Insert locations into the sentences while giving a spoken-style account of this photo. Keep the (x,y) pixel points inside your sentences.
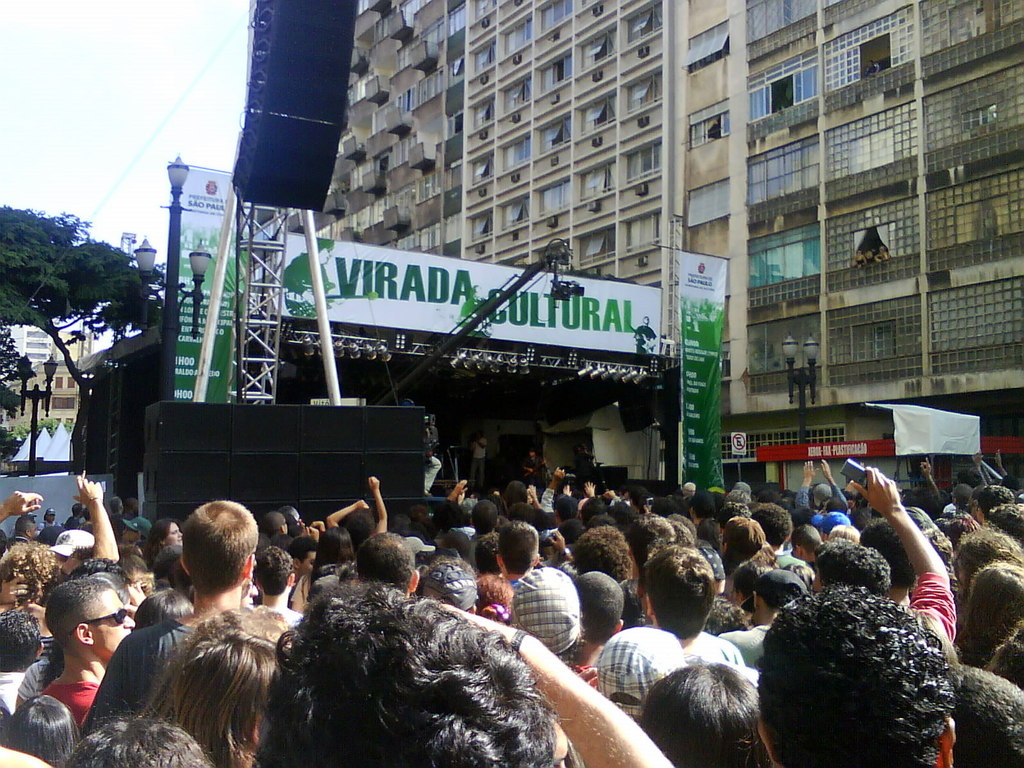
At the bottom of the image (364,657), we can see the crowd (218,596). On the right side of the image (925,586), we can see a person (912,586) holding an object (856,475). In the background (638,475), there are few speakers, people (480,454), rods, banners (179,353), street lights (170,363), trees (84,410), buildings (62,390), railings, windows (879,144), walls (733,271), sign board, few objects (941,411) and the sky (199,98).
